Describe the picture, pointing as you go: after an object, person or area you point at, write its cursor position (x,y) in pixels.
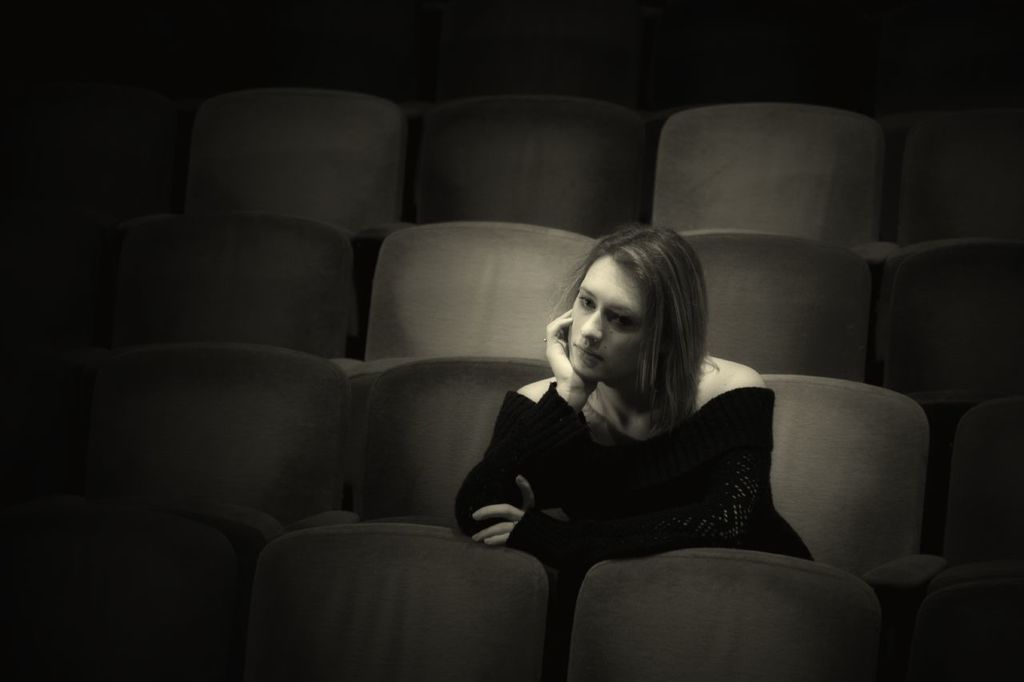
In this image, there is a woman (766,527) sitting on the chair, looking sad and wearing black color top (720,489). In the background (828,136), chairs (683,123) are visible. It looks as if the image is taken inside an auditorium or theater.
